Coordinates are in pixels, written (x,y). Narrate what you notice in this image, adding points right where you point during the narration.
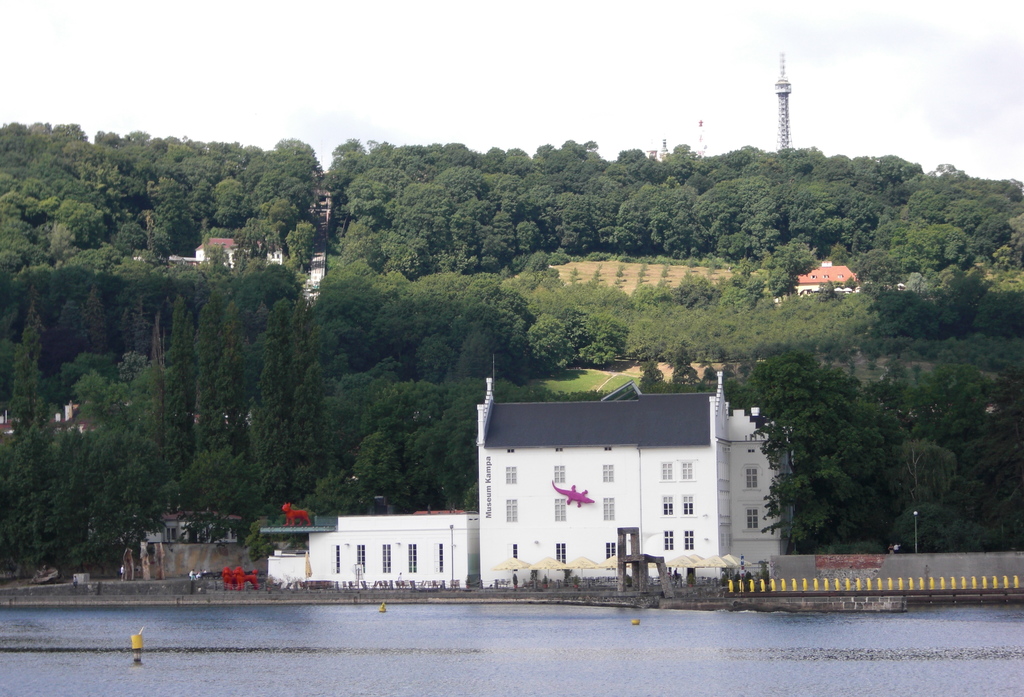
In this picture I can see there are few buildings (552,520) and it has few windows (691,508) and there is a purple lizard (573,488) on the wall (544,481). There is a river (202,623), there is a bridge (932,601) here at right (897,601) and there are few trees (332,334) and in the backdrop (310,288) there are few more buildings (845,272). There is a tower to the right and the sky (759,119) is cloudy.
